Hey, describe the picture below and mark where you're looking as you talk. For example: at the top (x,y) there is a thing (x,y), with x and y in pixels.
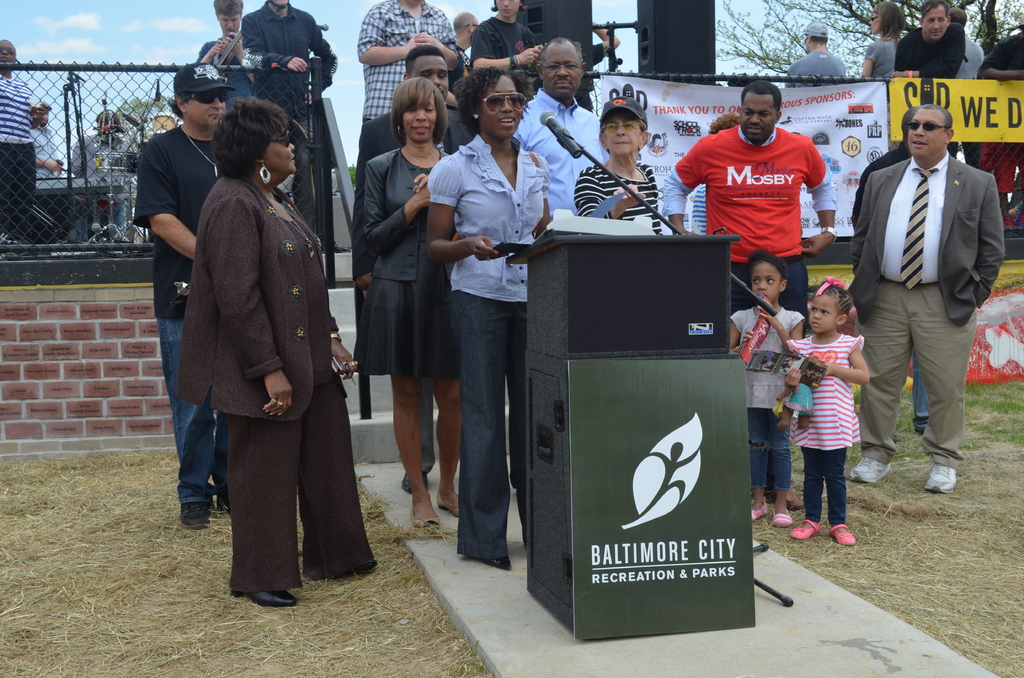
In this picture I can see group of people (426,241) are standing on the ground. Here I can see a woman (518,289) is standing in front of a podium (621,355) and microphone (754,298). In the background (137,174) I can see fence (129,193), trees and the sky (327,38). On the right side (884,103) I can see banner (846,127) and trees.
